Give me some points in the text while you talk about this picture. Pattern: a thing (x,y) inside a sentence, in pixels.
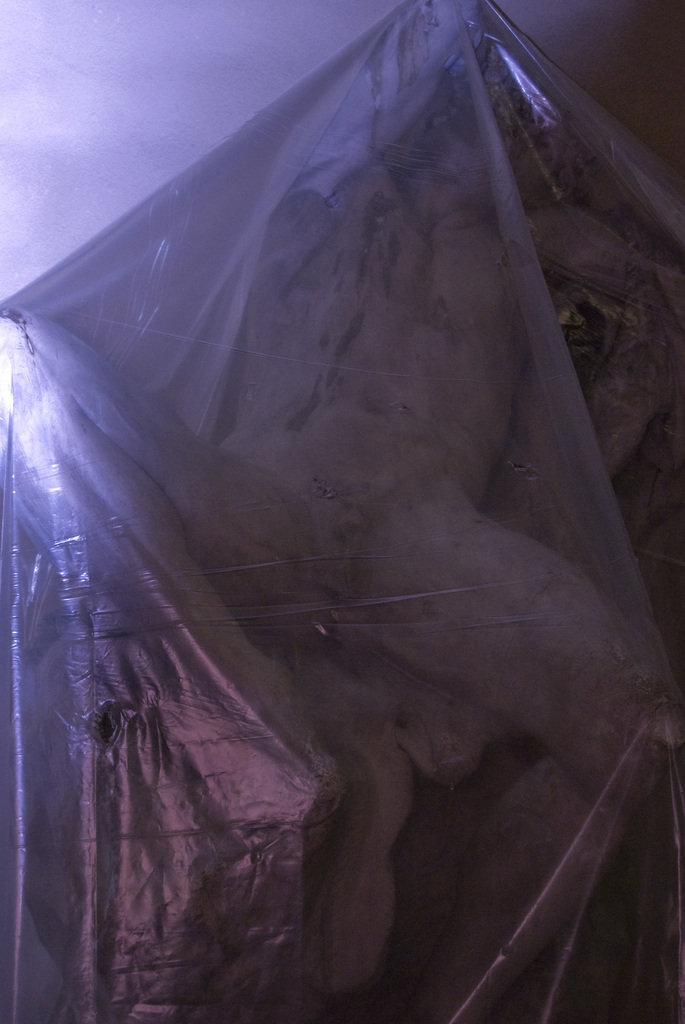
Here I can see a statue (451,554) which is covered with a sheet (201,720). At the back of it I can see the wall (100,101).
